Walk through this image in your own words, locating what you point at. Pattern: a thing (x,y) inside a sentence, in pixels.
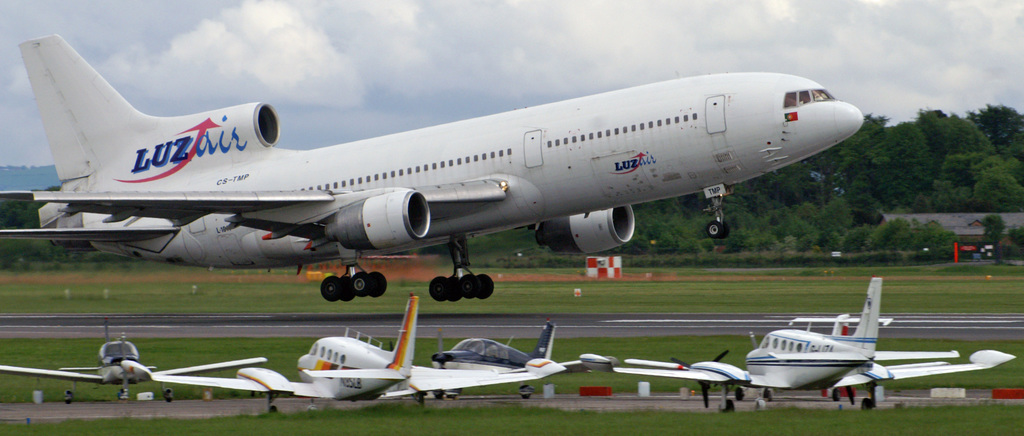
This image consists of an airplane's (418,298). On the ground (555,421) there is grass (601,425) and in the background (796,208) there are trees (743,187) and the sky (546,70) is cloudy.
